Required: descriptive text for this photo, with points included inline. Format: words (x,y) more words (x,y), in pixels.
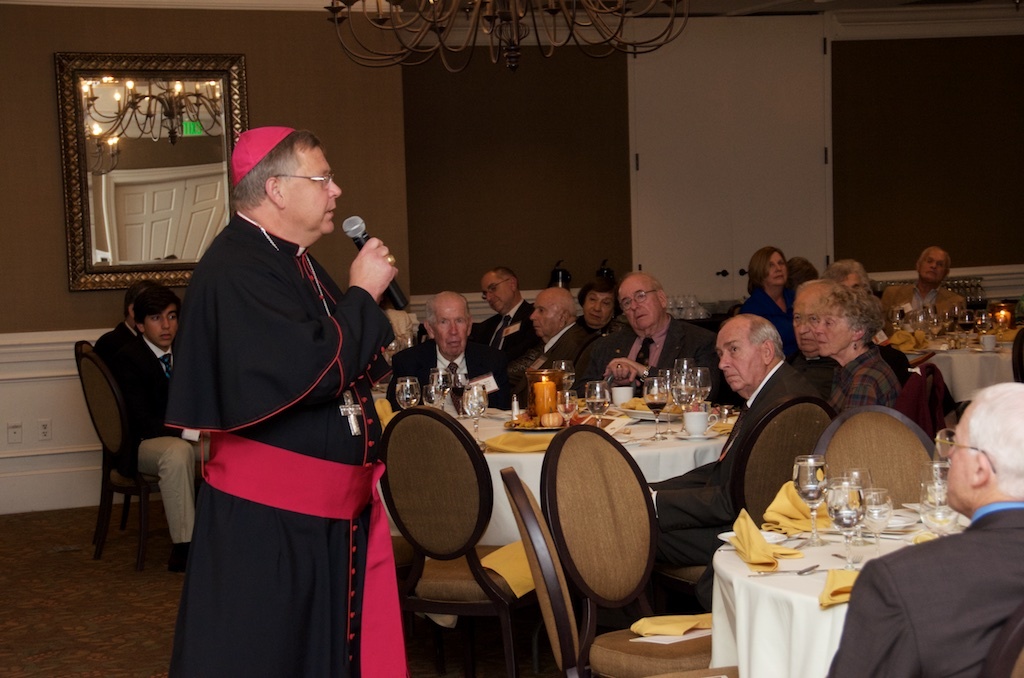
In this picture we can observe a person (276,370) standing, wearing black color dress (267,578) and holding a mic (355,235) in his hand (370,251). There are some people (674,494) sitting in the chairs (838,474) around the table (705,459), wearing coats (604,374). We can observe some glasses (601,403) and food items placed on the table (656,463). In the background (97,130) we can observe a mirror (142,169) and a wall (414,181).
